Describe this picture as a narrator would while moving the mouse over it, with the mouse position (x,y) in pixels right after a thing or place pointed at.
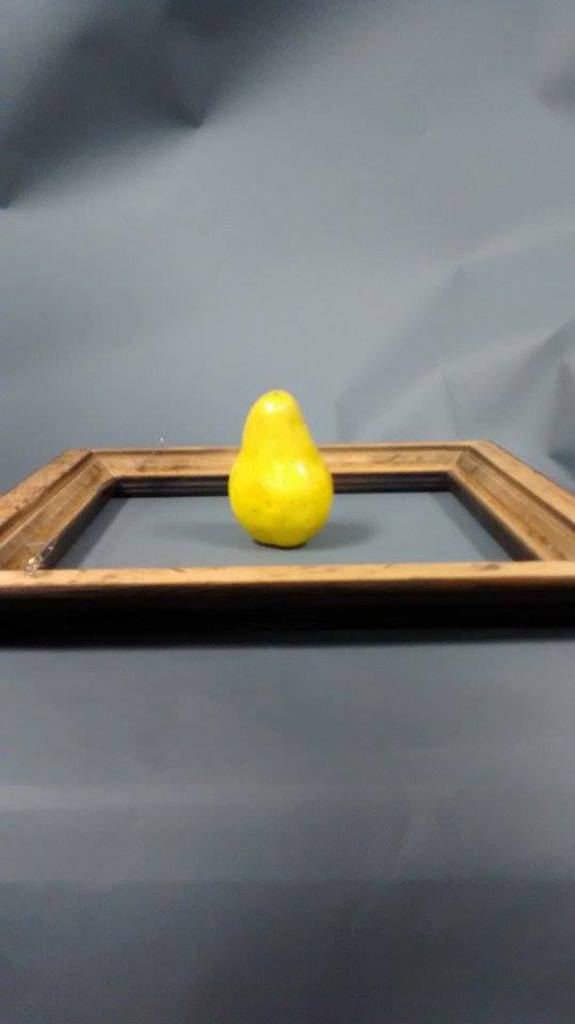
In the center of the image (294,461), we can see some objects (201,609) and the background (463,172) is in ash color.
